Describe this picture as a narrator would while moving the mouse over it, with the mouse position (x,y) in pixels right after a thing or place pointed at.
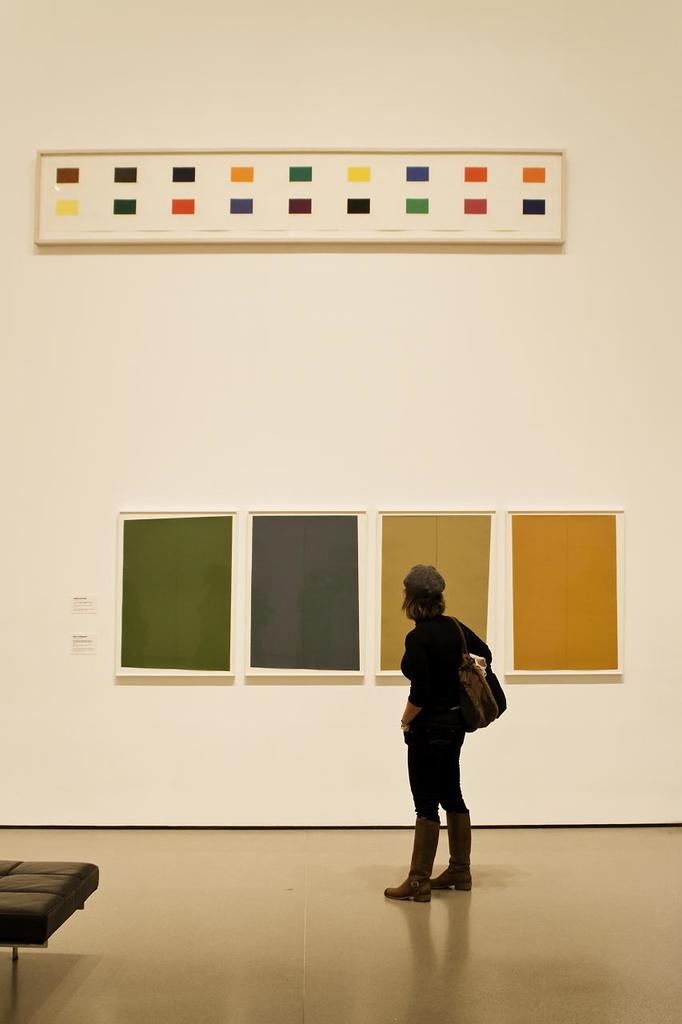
In the center of the image (422,621) we can see person (410,766) standing on the floor (392,907). In the background (290,770) there is a wall (275,424) and objects (130,632). At the bottom left corner (49,924) we can see chair (65,902).
